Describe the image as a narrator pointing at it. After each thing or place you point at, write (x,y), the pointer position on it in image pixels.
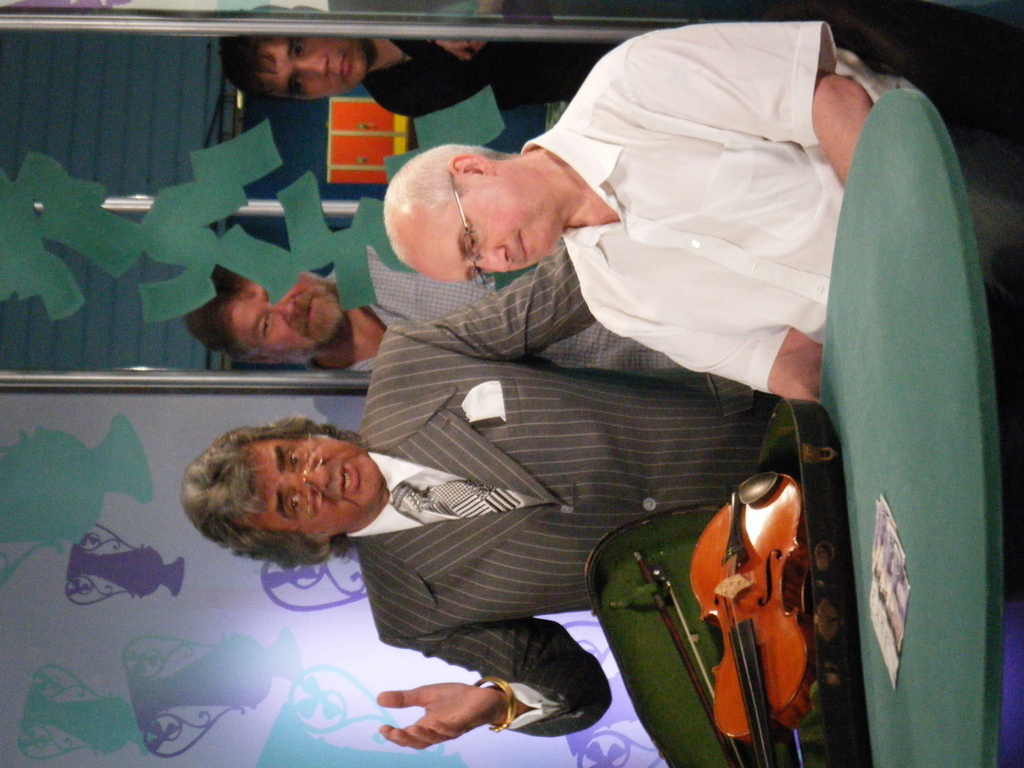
In this image I can see two people (658,413) wearing the different color dresses (569,415). I can see the paper (881,611) and the musical instrument (803,557) with bag (815,466). These are on the green color surface (858,346). In the background (249,392) I can see the glass door (140,359). Through the glass (133,333) I can see the two more people (282,332) with different color dresses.
